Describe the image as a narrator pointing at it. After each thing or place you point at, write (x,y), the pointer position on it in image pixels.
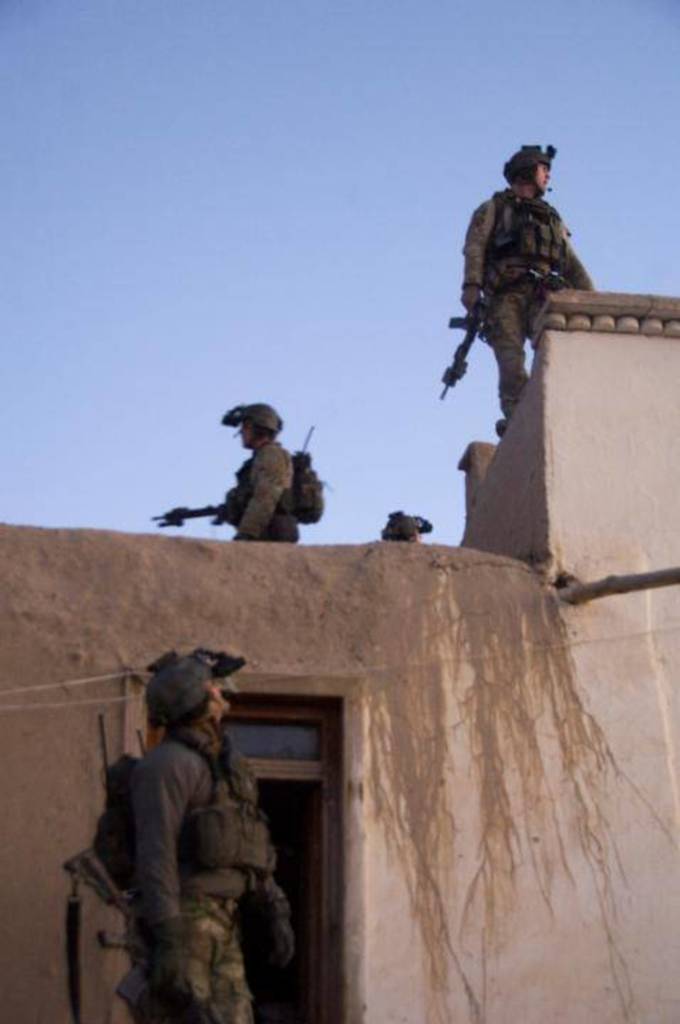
In this image we can see a few people (510,351), three persons (251,483) are holding guns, three persons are standing on the wall (550,544), also we can see the sky (272,195).
